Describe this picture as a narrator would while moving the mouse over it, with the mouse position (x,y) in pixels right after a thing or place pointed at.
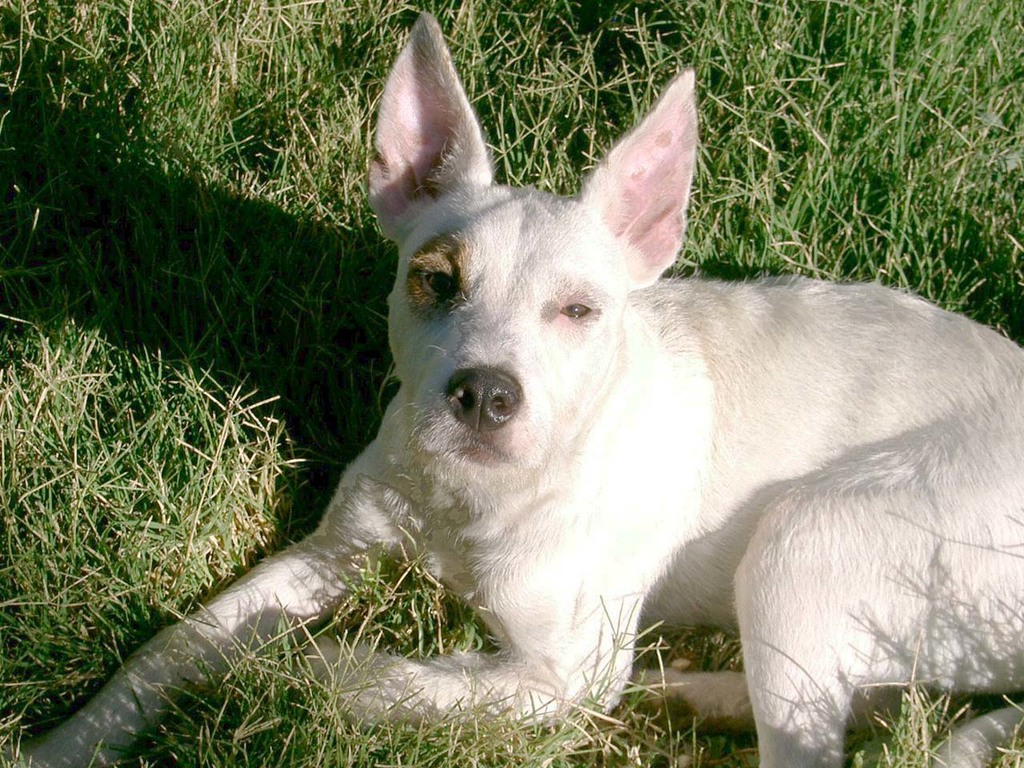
In this picture there is an animal (598,458) sitting on the grass (139,591) and the animal (653,534) is in white color.
